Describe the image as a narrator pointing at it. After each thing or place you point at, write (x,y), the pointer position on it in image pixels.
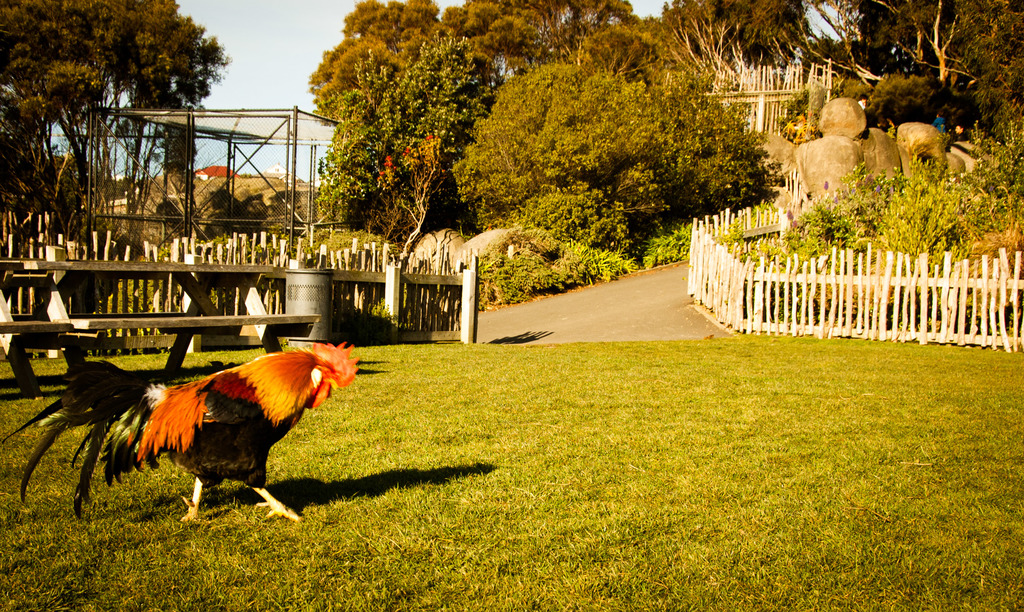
In this image I can see a red jungle fowl (266,390) on the grass (401,496). In the background (391,283) I can see a fence (412,302), cage (202,160), plants (464,192), trees (557,168) and rocks (845,171). On the top left (266,92) I can see the sky (293,63). This image is taken during a sunny day may be in the park (776,366).
